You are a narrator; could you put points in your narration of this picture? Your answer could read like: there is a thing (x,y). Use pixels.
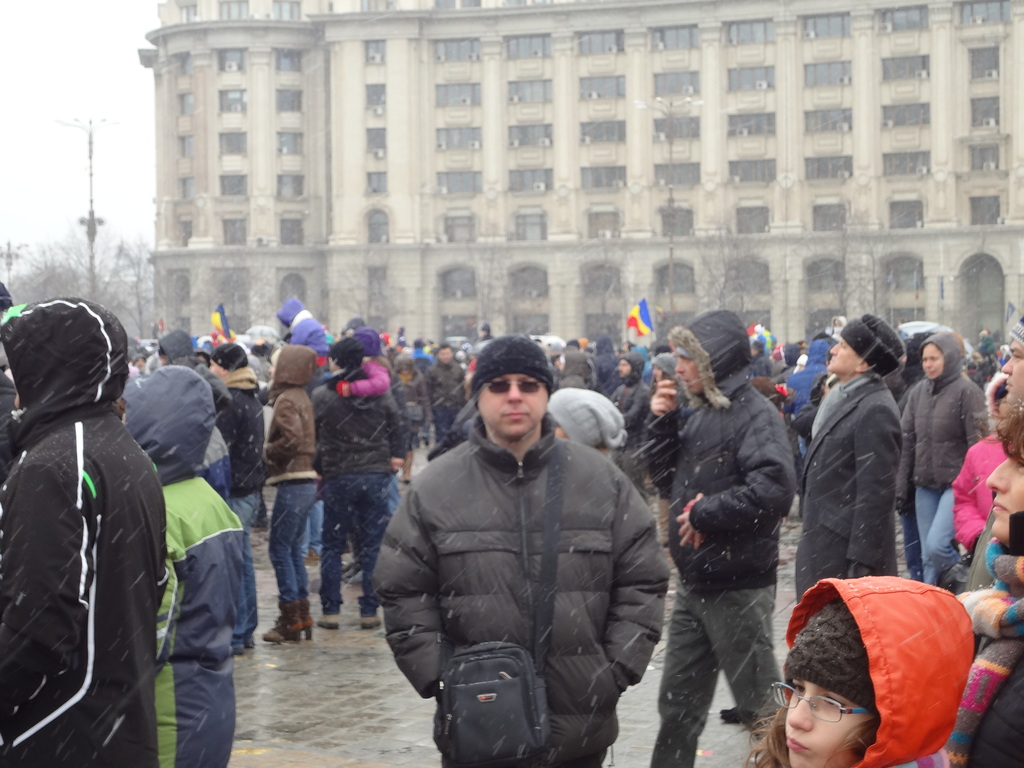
There is a crowd (346,455) at the bottom of this image (550,639). We can see a building (480,295) and trees (149,295) in the middle of this image (517,304). The sky (143,134) is in the background (121,129).
